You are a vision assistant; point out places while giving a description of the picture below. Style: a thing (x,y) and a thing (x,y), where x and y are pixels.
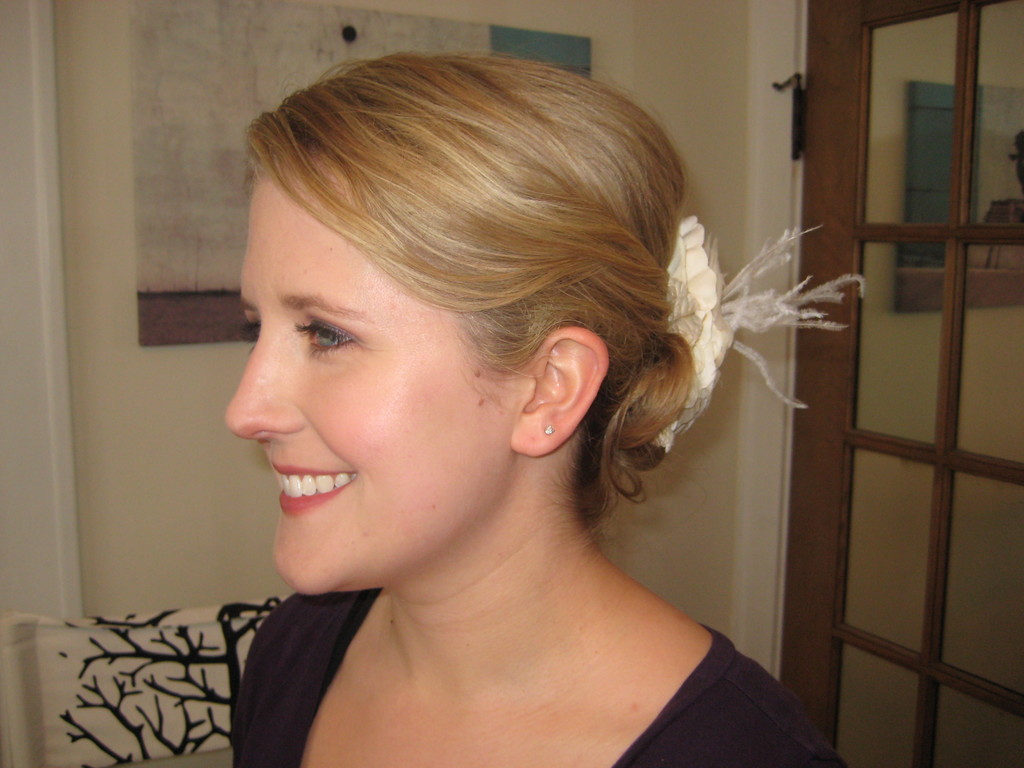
This is an inside view of a room (88,526). Here I can see a woman (470,616) facing towards the left side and smiling. On the right side (925,379) there is a door (957,377). In the background (645,90) a board (206,120) is attached to the wall (70,292).
